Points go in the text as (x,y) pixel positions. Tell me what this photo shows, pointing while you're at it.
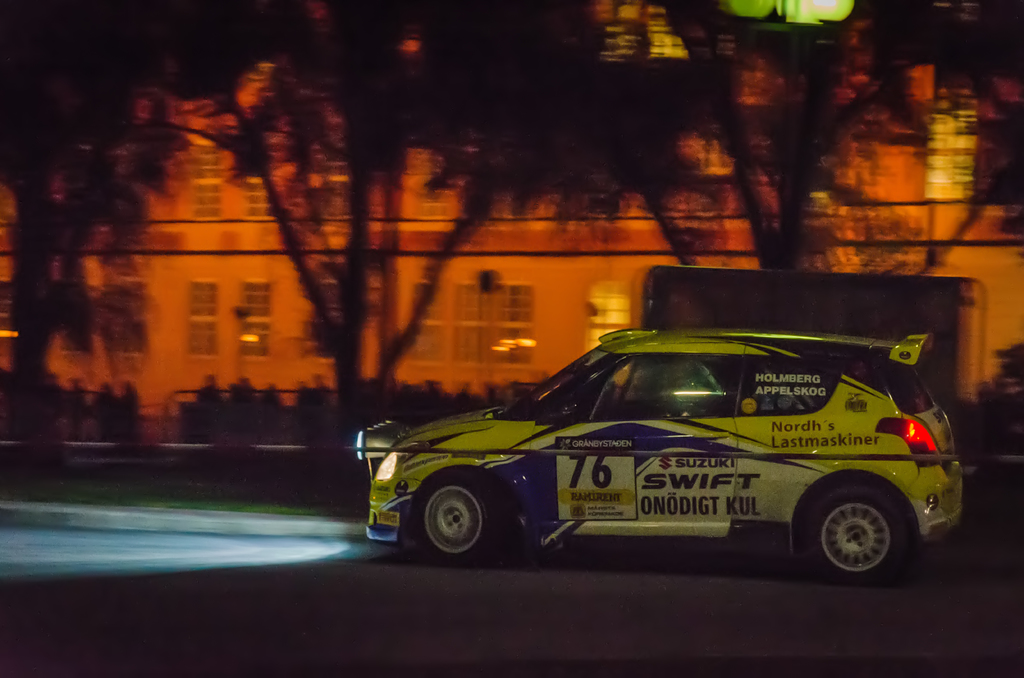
On the right side (812,486), there is a vehicle (391,534) on a road (796,572). In the background (57,155), there are trees (667,156), plants (1004,367) and a building (410,190) which is having windows (946,112).
